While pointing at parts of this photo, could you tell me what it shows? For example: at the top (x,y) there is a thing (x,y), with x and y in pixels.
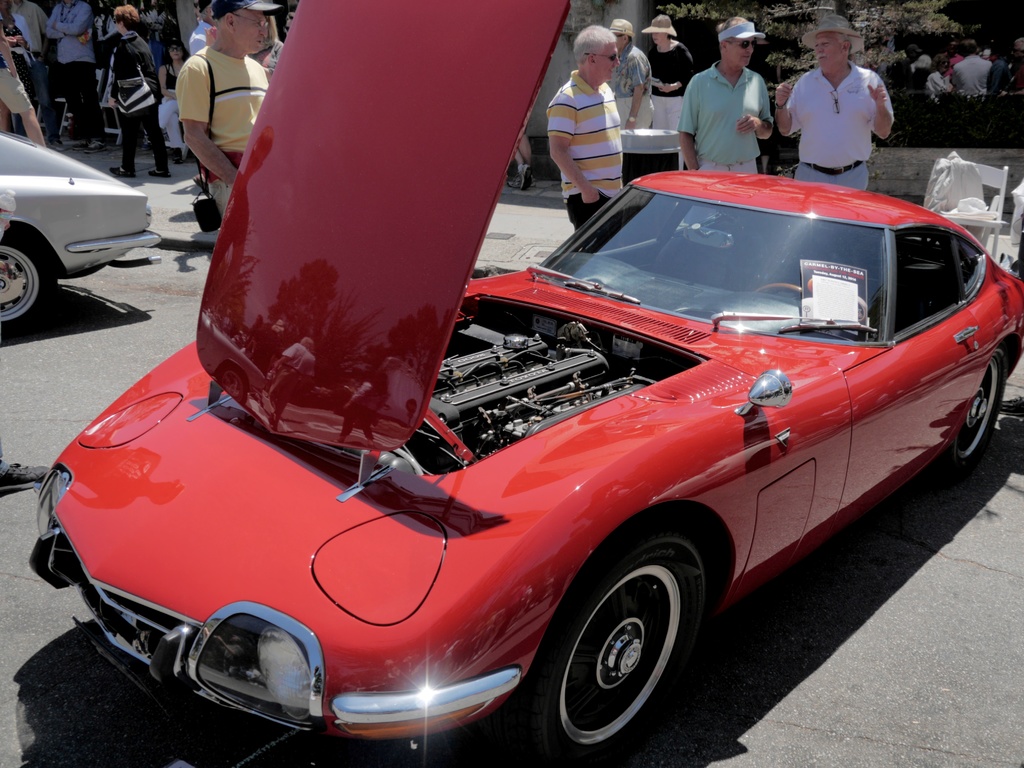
This image is clicked outside. There is a car (343,426) in the middle (411,360). It is in red color. There are some persons (6,78) standing at the top (804,101).
